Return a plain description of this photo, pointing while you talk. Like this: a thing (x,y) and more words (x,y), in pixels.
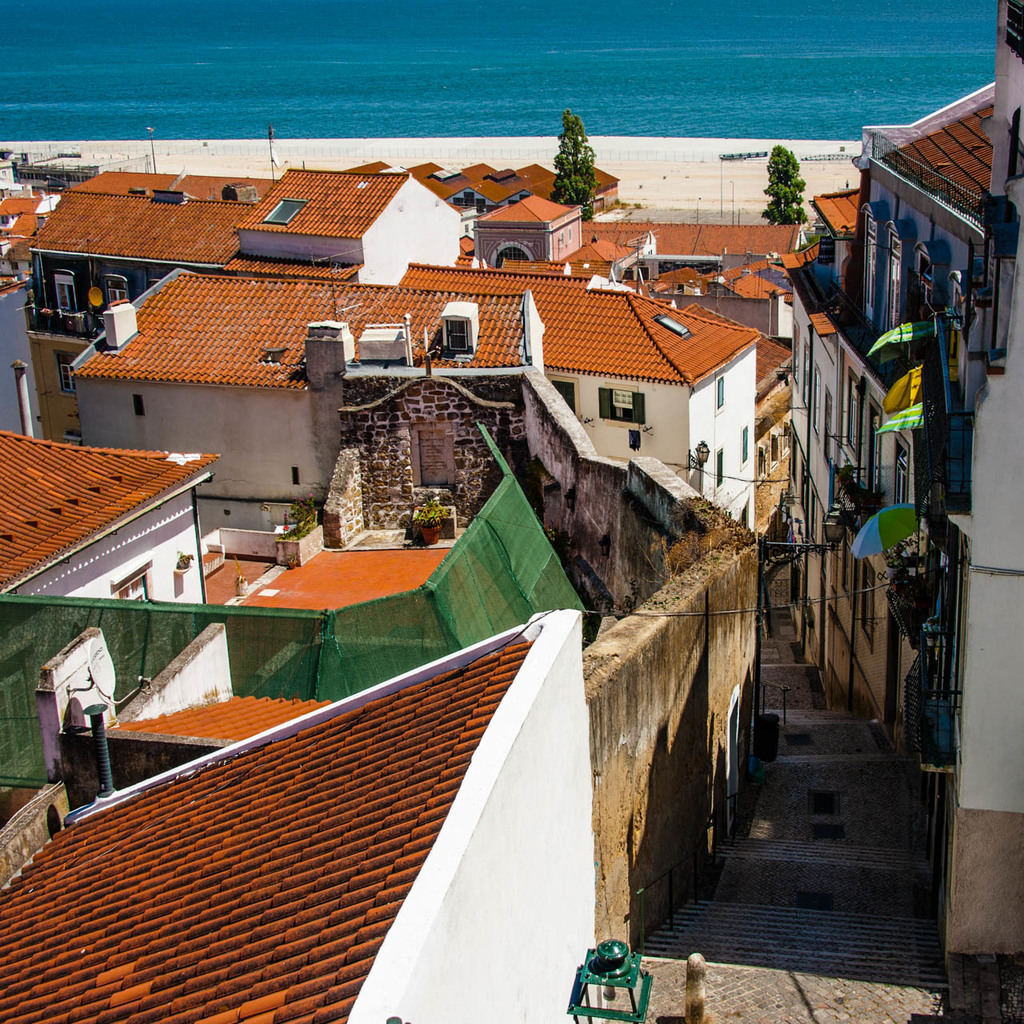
This image consists of houses (208,644), buildings (470,492), trees (583,188), fence (944,428), windows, light poles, beach (622,184), steps (787,709), lamp (616,953) and water (560,96). This image is taken may be near the ocean (598,6).
